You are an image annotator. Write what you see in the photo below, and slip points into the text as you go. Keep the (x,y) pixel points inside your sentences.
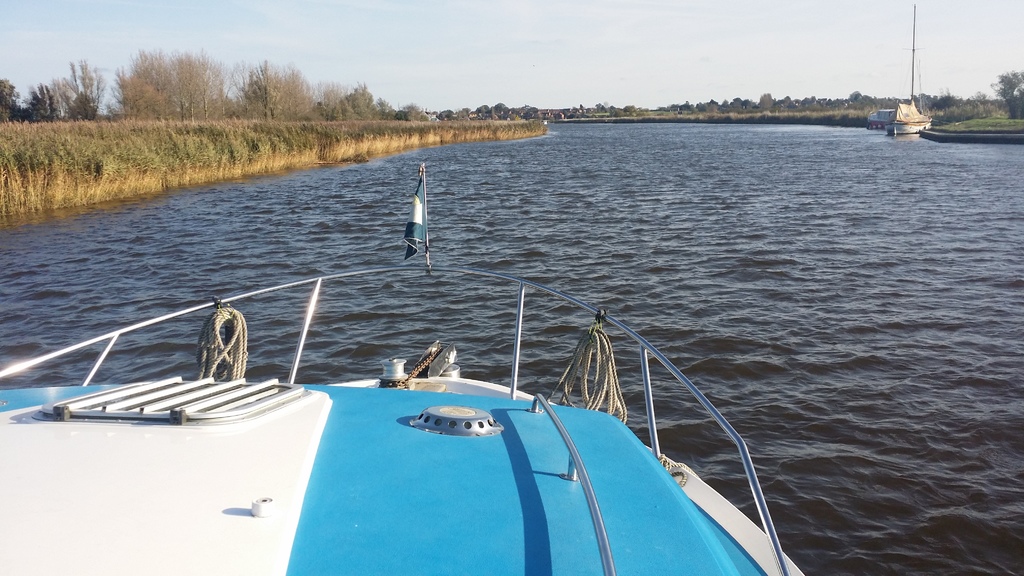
At the bottom left corner of the image (145,498) there is a ship (407,514) with white and blue floor (373,446), there is a railing (656,350) with ropes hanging to it. In front of the ship (413,407) there is water (941,277). At the left top corner of the image (105,161) there is grass (54,134) on the ground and also there are trees (278,109). In the background (534,109) there are trees (1023,81) and also there are few ships (905,105) with poles (914,56). At the top of the image (414,40) there is a sky (726,24).
